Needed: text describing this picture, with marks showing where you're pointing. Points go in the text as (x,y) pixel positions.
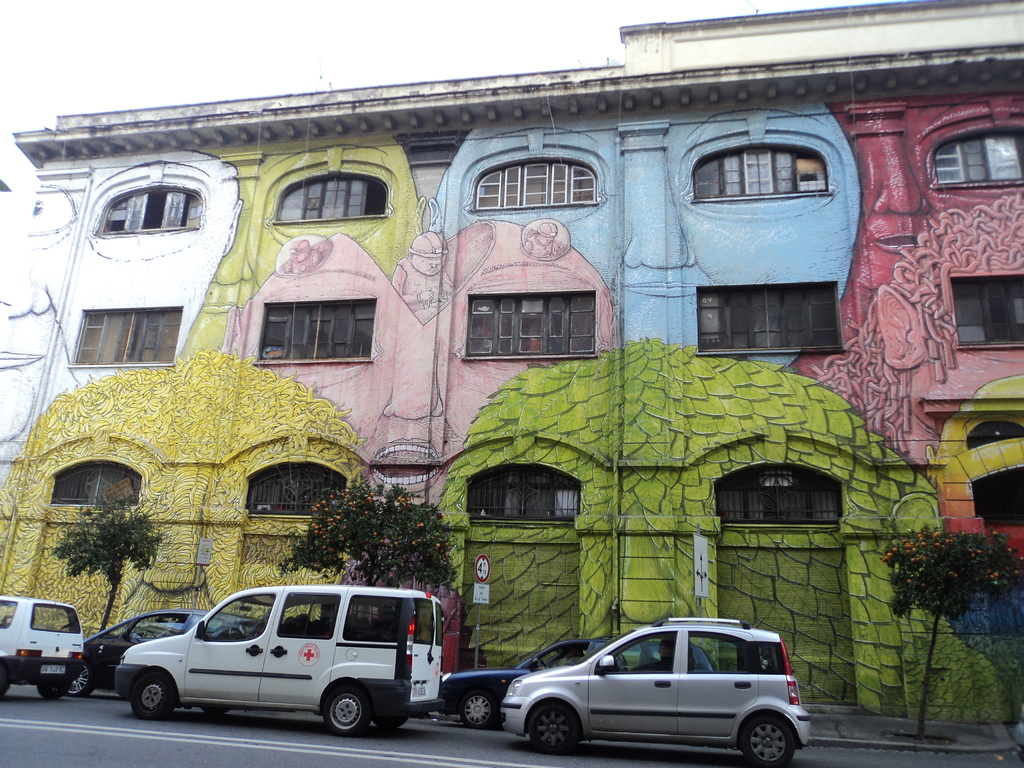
In this image I can see the vehicles (215,709) on the road (389,730). To the side there are trees (387,577) and the boards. In the background (493,626) there is a building (494,293) with windows (581,342) and it is colorful. There is a sky (282,32) in the back (389,23).
